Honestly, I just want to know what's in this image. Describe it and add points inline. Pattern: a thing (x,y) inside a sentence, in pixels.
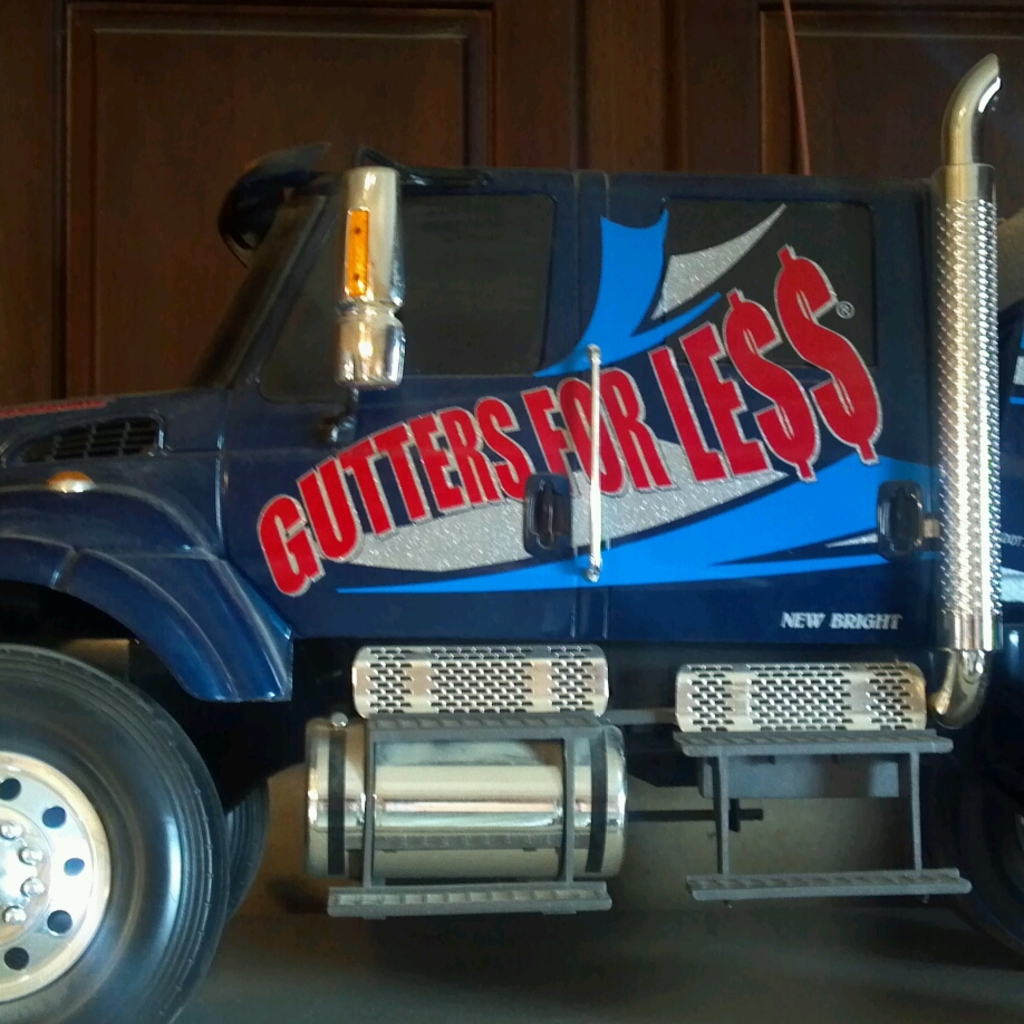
In this image, we can see a vehicle (547,475) with some text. We can also see the ground (436,972). We can see the wooden wall (823,124) with an object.
